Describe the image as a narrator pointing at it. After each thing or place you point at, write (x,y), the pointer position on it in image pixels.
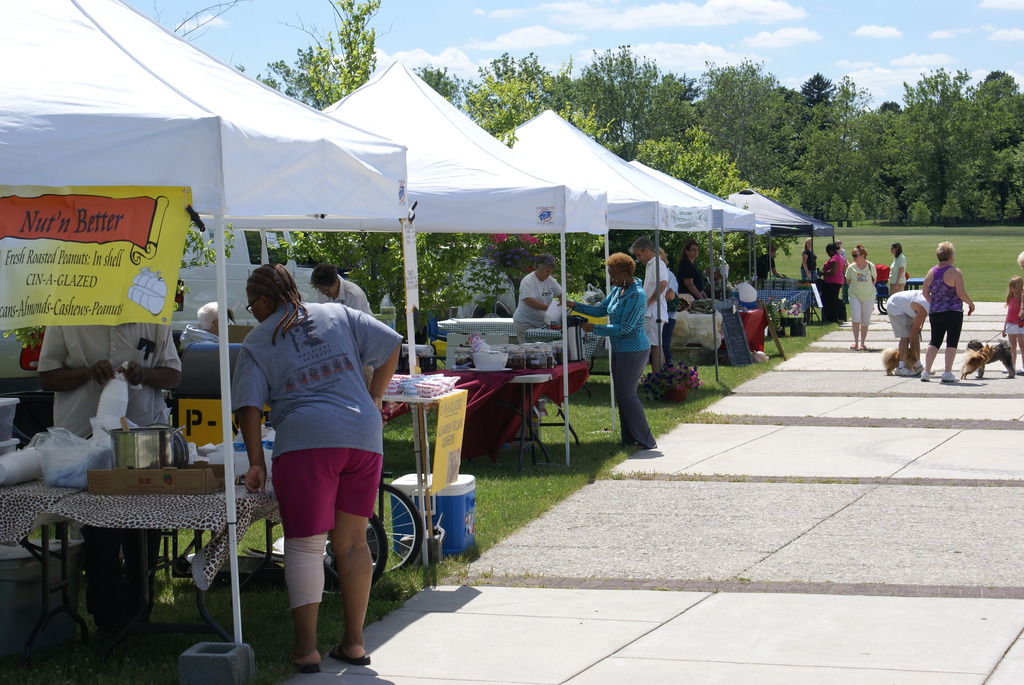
In this picture there are stalls (691,318) on the left side of the image (279,498), on grass land (996,293) and there are people (864,312) on the right (1019,291) and left side of the image (340,486), there are trees (609,81) in the background area of the image (569,103).
